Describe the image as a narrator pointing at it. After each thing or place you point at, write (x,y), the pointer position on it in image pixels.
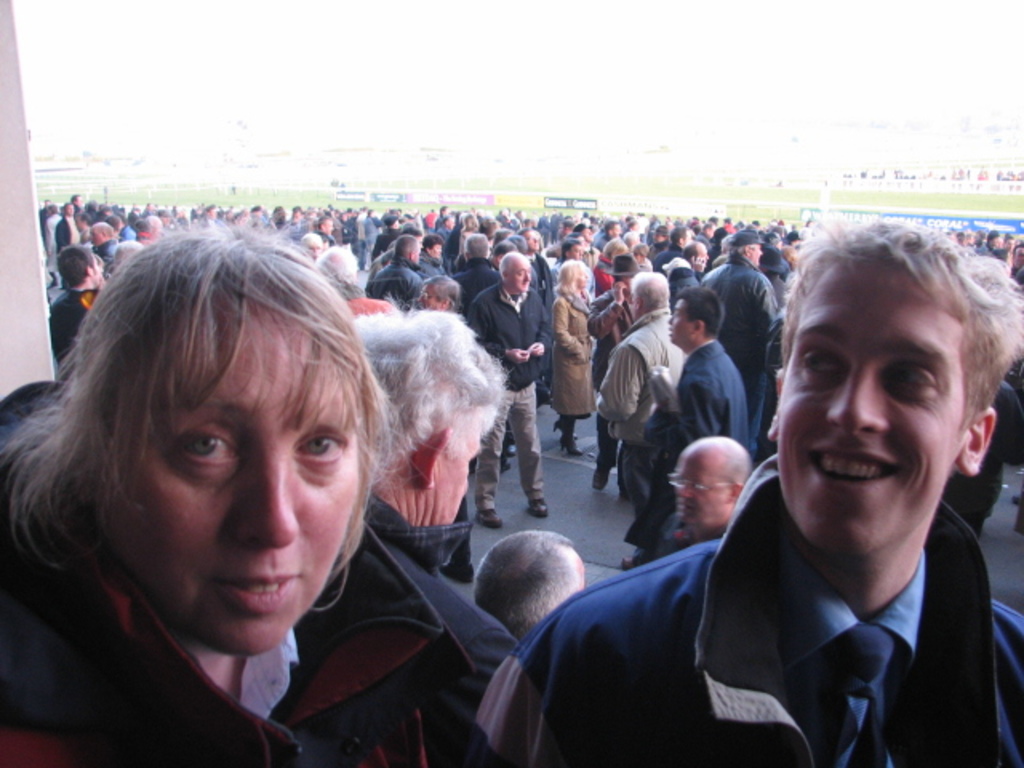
There is one woman (317,615) and a man (669,624) present at the bottom of this image (440,672). We can see crowd (540,302) in the background (540,304).
